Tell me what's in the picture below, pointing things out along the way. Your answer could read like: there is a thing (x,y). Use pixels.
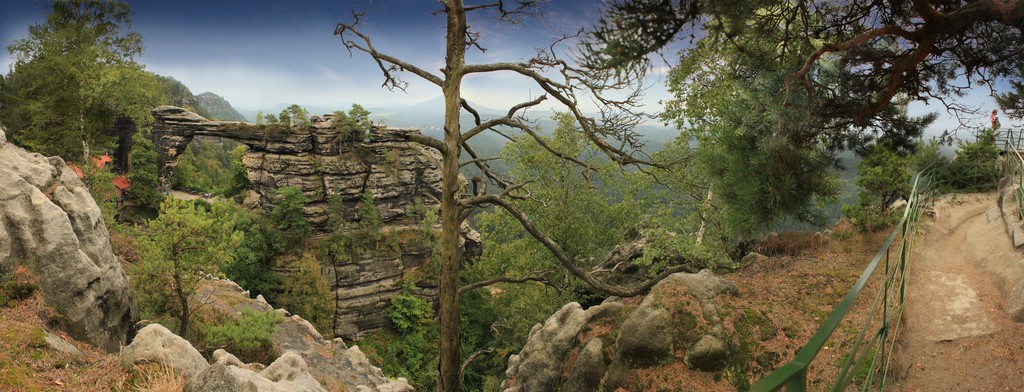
In the picture I can see rock hills (300,150), the fence (800,389), a person (996,122) standing here, I can see trees (91,108) and the blue color sky (586,19) with clouds (275,75) in the background (265,69).
